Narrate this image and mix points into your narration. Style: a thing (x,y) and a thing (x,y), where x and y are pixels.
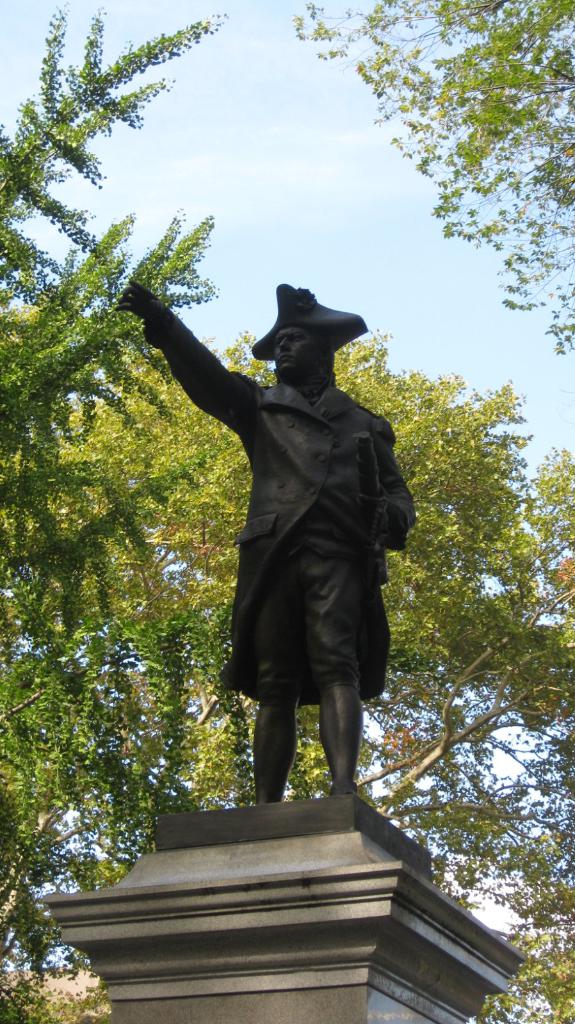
In this image, we can see a human statue (342,643) on the pillar (290,958). Background (566,766) we can see trees (4,677) and sky (365,302).
